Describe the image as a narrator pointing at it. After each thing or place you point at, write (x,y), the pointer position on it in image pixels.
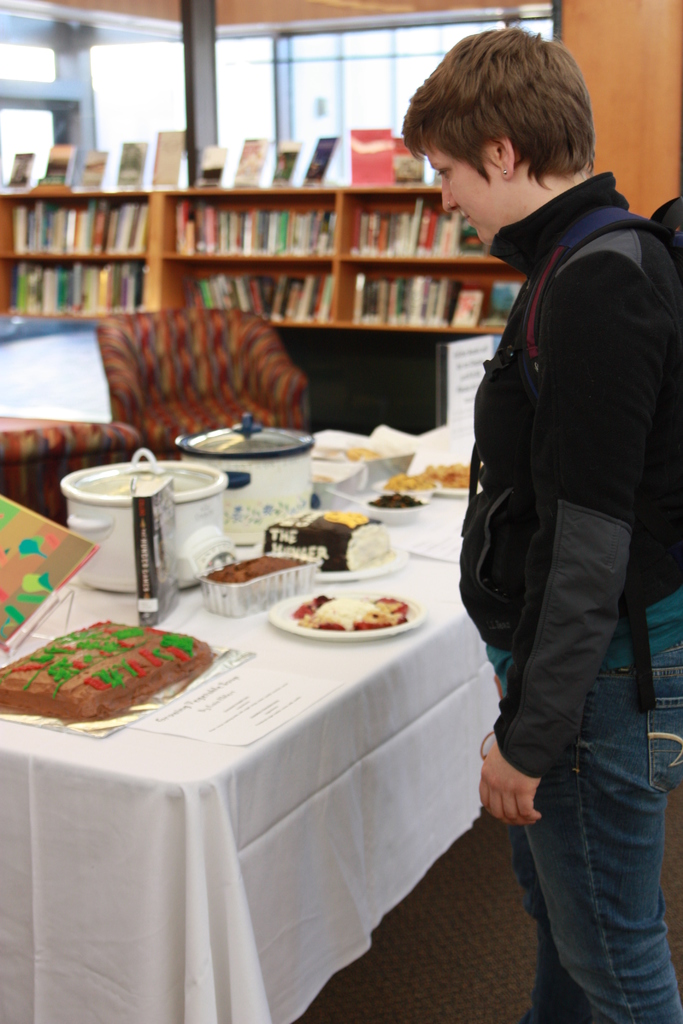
There is a person (565,666) standing on the floor (485,930) and this is carpet (502,902). This is table (304,688). On the table (301,775) there is a cloth (261,812), paper (177,719), cake (91,718), plates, electric cookers (308,510), book (146,530), and food (367,568). Here we can see sofas (237,317), rack (347,312), books (330,298) and a wall (623,88).
